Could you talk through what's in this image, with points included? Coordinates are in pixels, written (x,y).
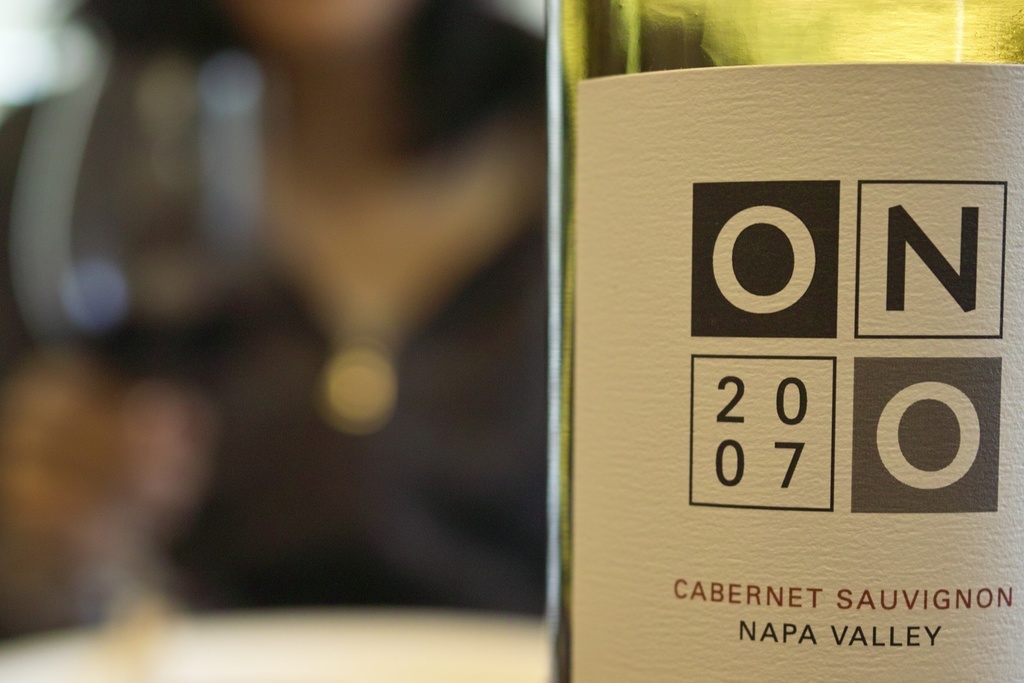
On the right (737,422) there is a wine bottle (753,416) on the table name as "Napa Valley". In the background (251,304) we can see one person (334,213).
